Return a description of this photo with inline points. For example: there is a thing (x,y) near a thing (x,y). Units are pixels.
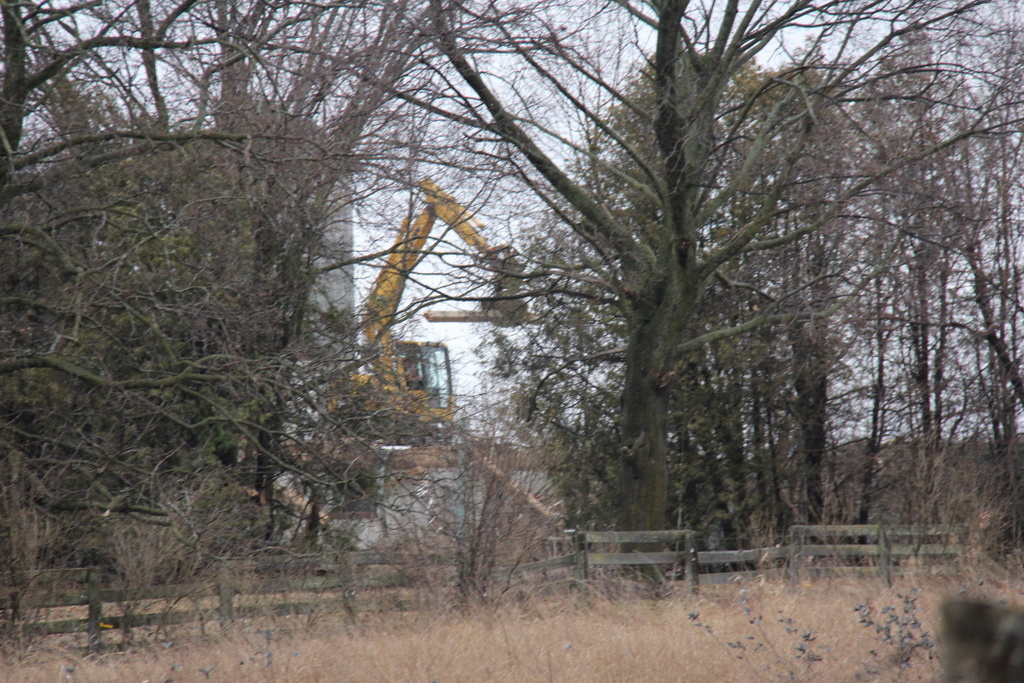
Here we can see grass (653,673), fence (227,601) and trees (365,176). In the background (385,286) there is a excavator (385,282), building (343,244) and sky (475,425).
